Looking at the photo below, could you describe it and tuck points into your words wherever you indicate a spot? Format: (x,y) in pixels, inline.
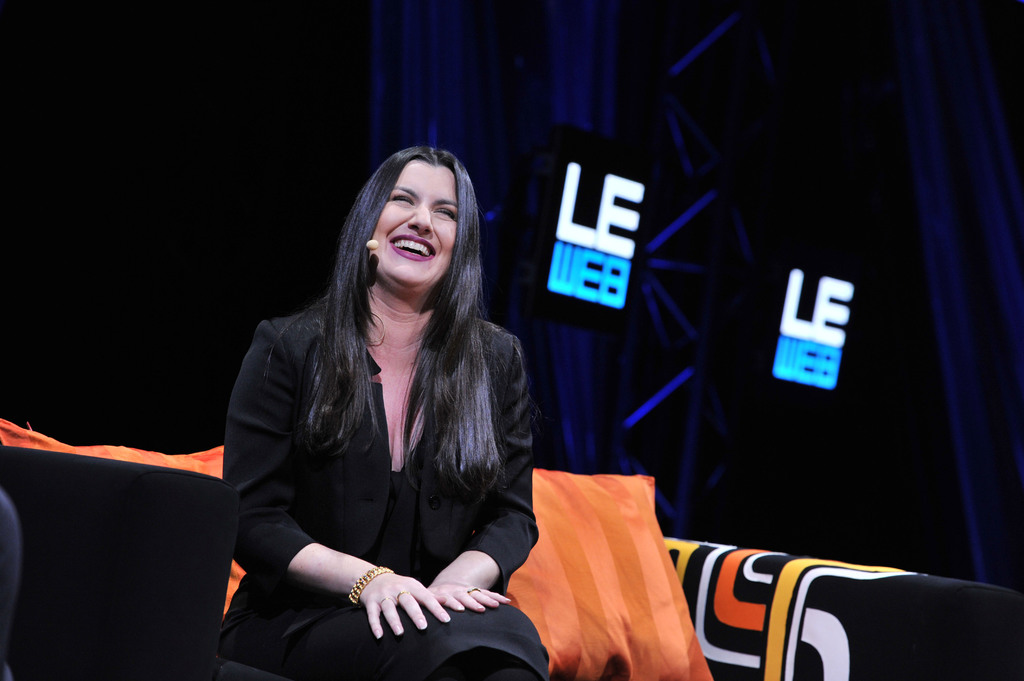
In this picture I can see a woman (375,496) in the middle (408,428), she is smiling. There is the text (572,189) with lights (625,275).
